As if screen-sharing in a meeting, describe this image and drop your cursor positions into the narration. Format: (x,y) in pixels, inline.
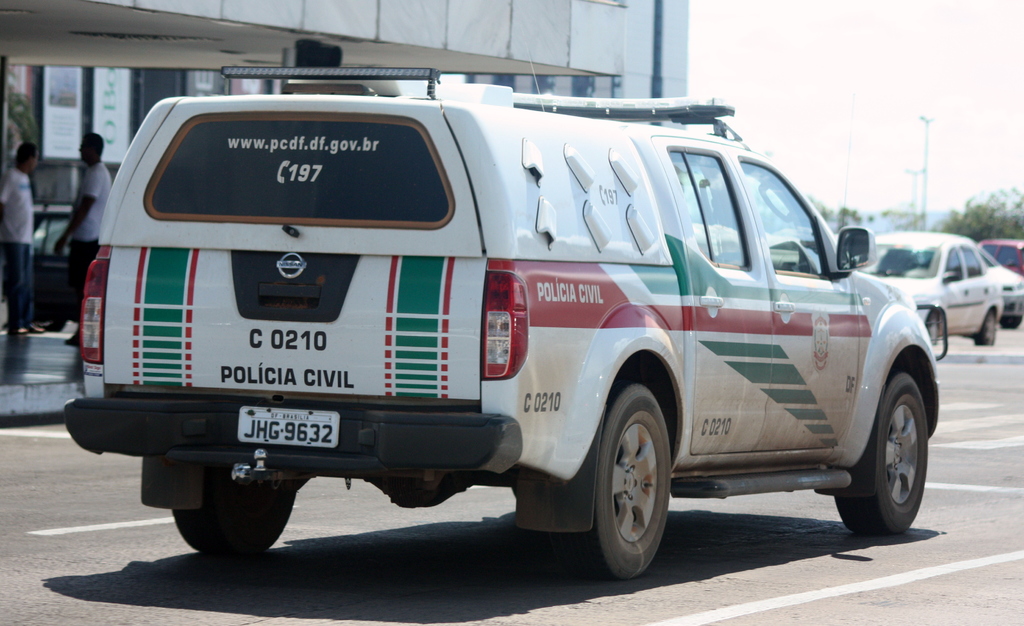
In this picture I can see a vehicle (334,407) in front (389,187) and I can see something is written on it. On the left side of this picture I can see 2 persons (17,174). In the background (5,88) I can see the trees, few poles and few more cars (974,303) and I can also see a building (629,14).
